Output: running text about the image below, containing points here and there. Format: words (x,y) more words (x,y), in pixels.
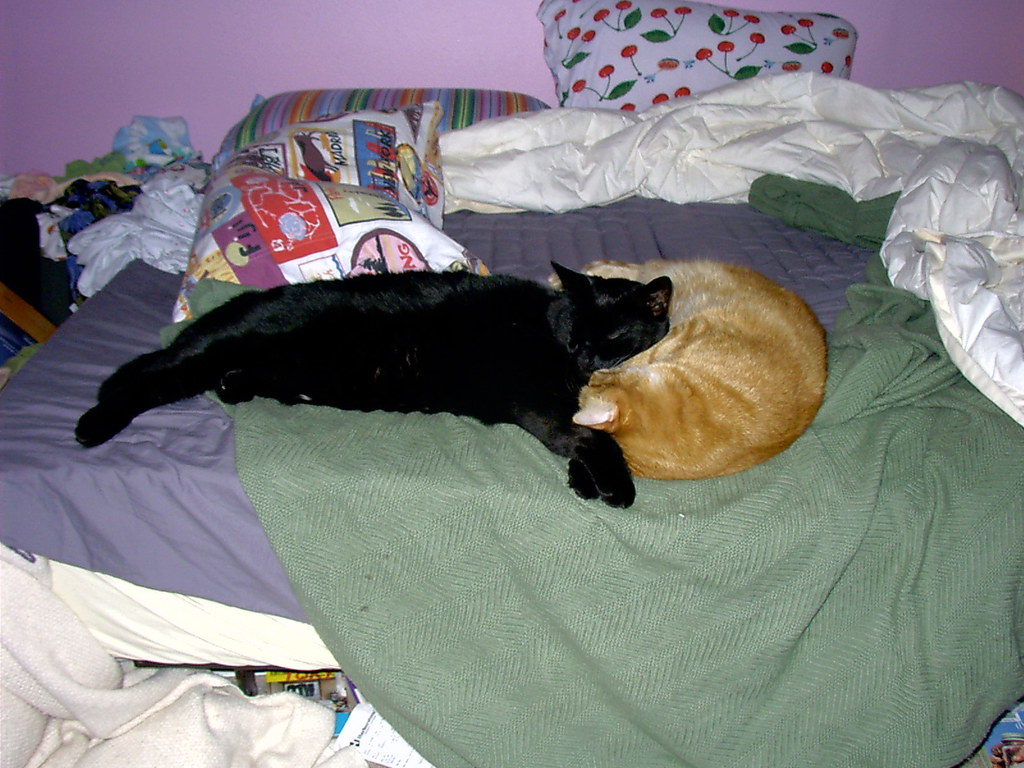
A black and a brown cat (482,404) is lying on the bed (655,232). On the bed (815,489) there are bed sheets (161,634), blankets (691,166), pillows (382,136), dresses (202,158), towel (78,686). And the wall (250,64) is pink in color.
